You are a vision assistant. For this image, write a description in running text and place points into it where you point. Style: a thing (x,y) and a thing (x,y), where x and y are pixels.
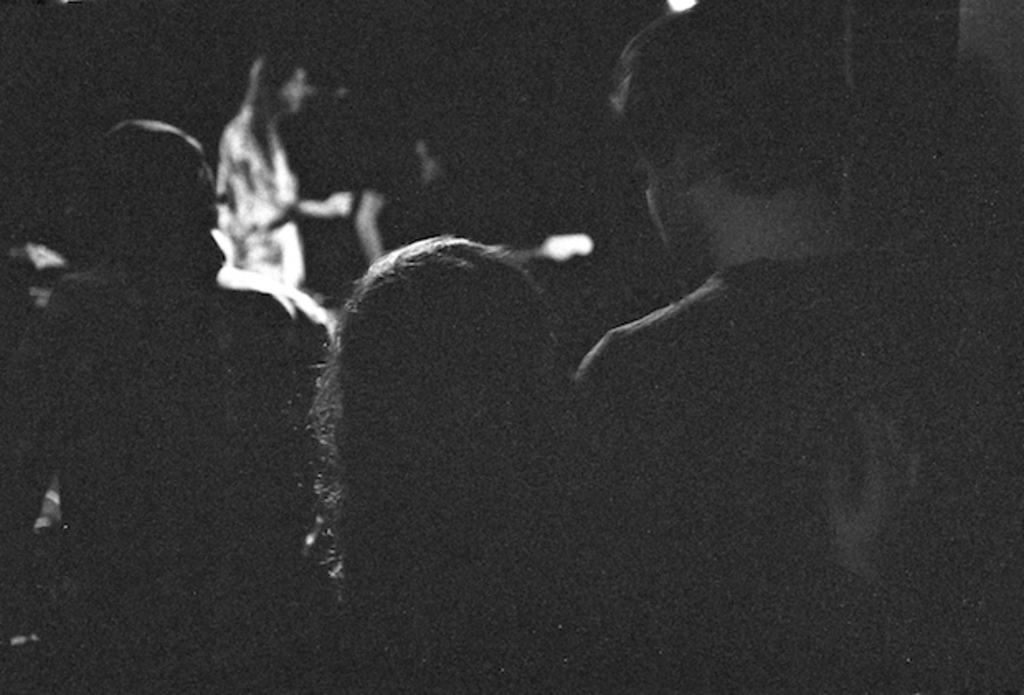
This image seems to be clicked inside. In the foreground (399,462) we can see the group of persons (406,330). The background of the image is very dark and we can see a person (280,174) seems to be standing.
